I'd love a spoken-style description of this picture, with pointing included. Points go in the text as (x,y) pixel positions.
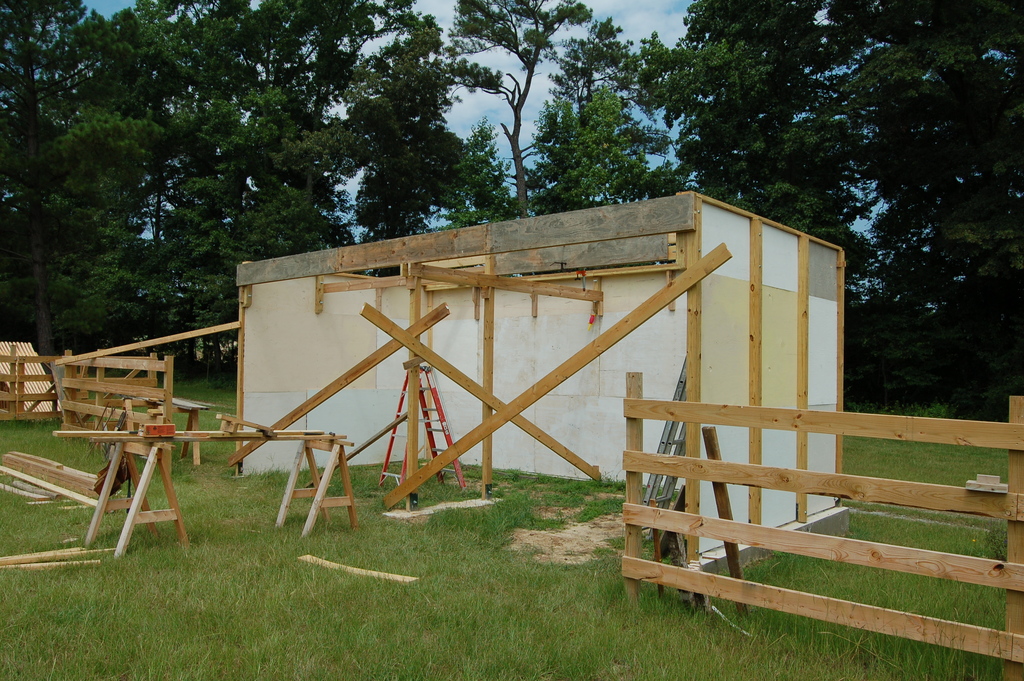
In the image there is a wooden room (403,321) with wooden fence (653,403) on either side of it on the grassland (781,575) and behind it there are trees (249,160) all over the place.
